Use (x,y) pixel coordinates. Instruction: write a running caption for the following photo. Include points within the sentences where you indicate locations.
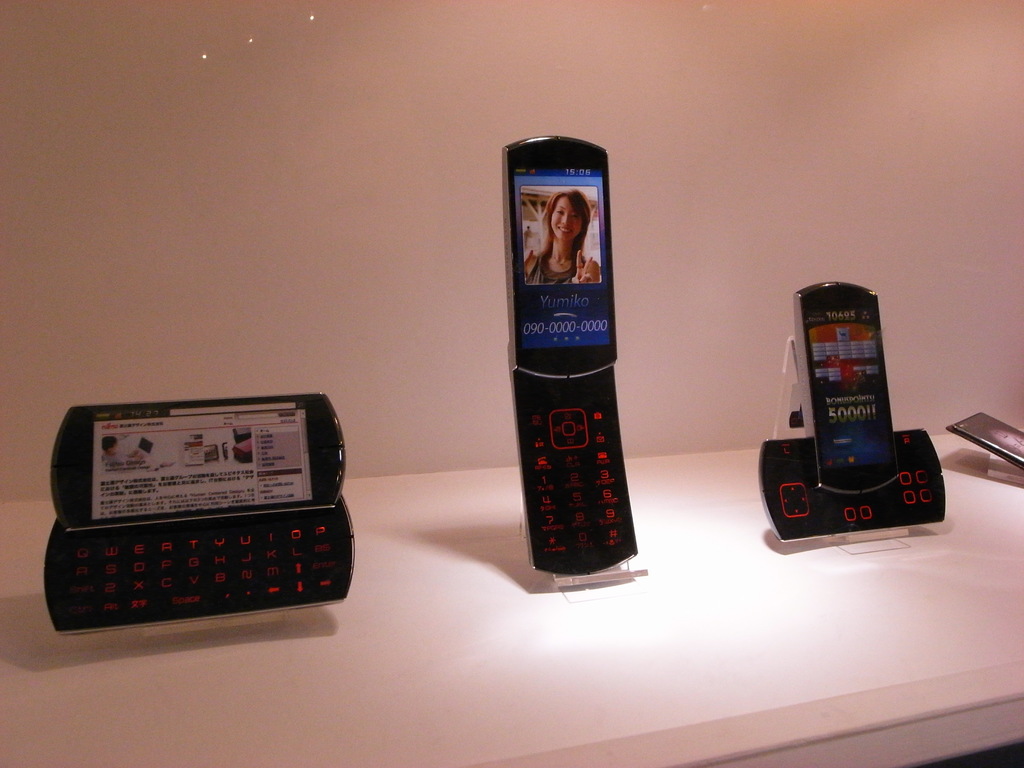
On this white surface (714,596) we can four mobiles (605,460).
